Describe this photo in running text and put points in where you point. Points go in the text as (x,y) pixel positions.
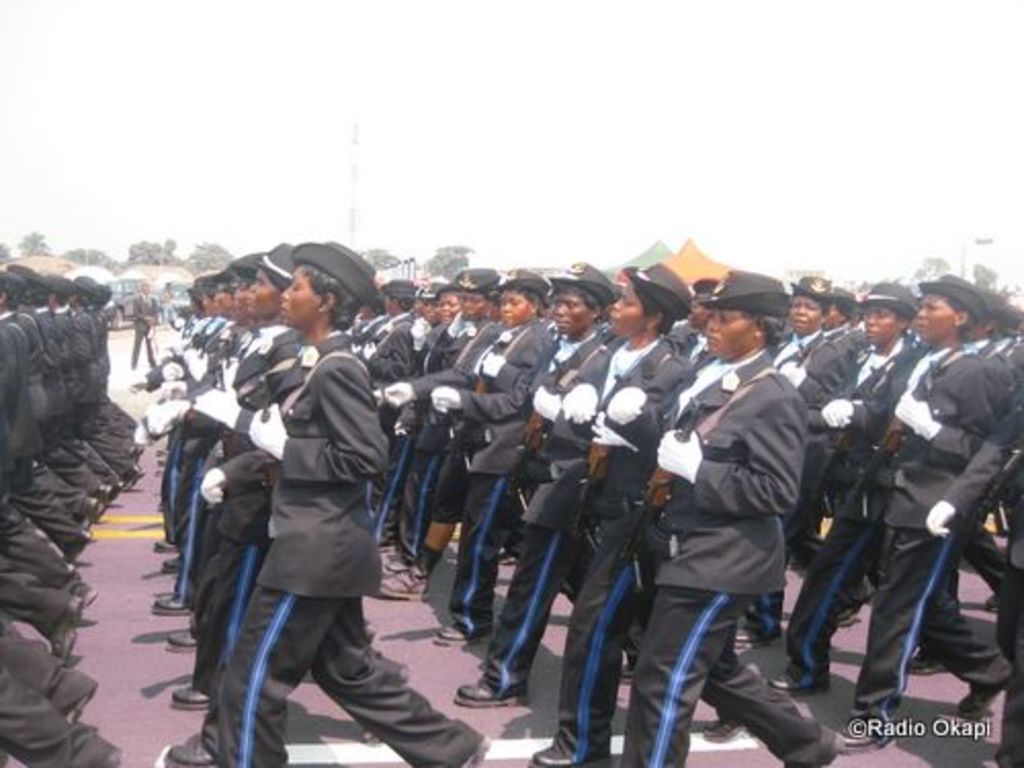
In the image few people (484,291) are walking and holding some weapons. Beside them there are some tents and trees (35,236). At the top of the image (424,208) there is sky (671,33).
